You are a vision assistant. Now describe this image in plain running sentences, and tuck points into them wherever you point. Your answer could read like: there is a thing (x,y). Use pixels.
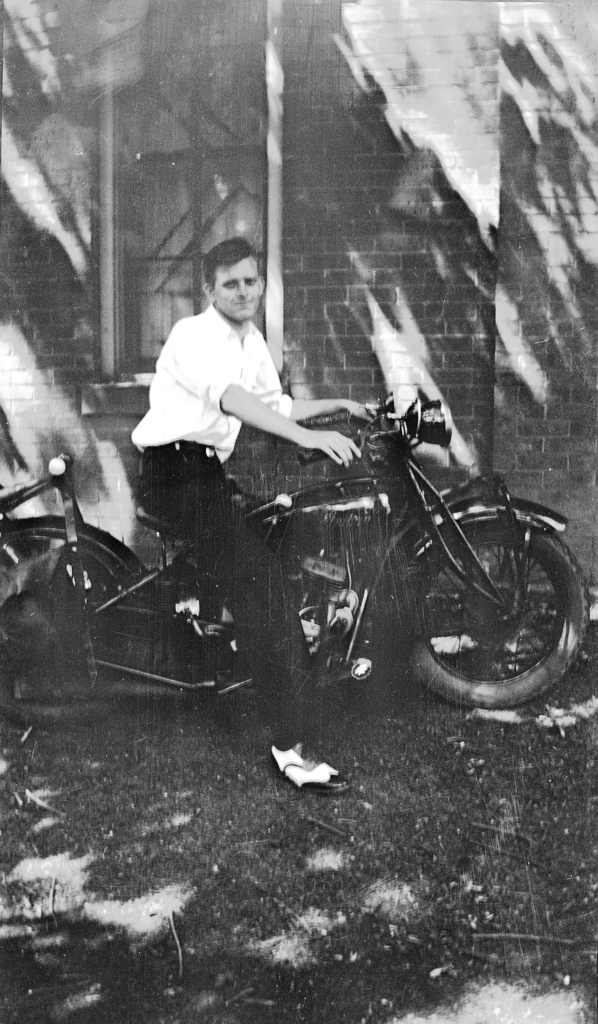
In this image there is one man (303,679) who is sitting on a bike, on the background (365,101) there is wall (33,304) and one window (192,197) is there.
